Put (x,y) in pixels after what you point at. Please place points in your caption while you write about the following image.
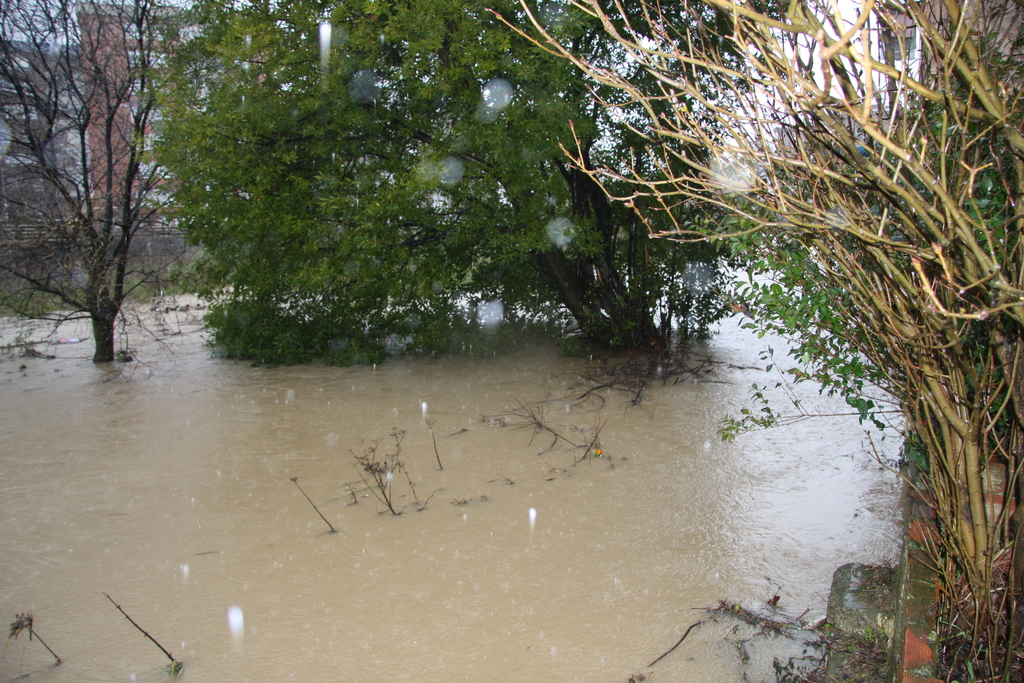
In this picture we can see trees (194,192) and water (622,522).
